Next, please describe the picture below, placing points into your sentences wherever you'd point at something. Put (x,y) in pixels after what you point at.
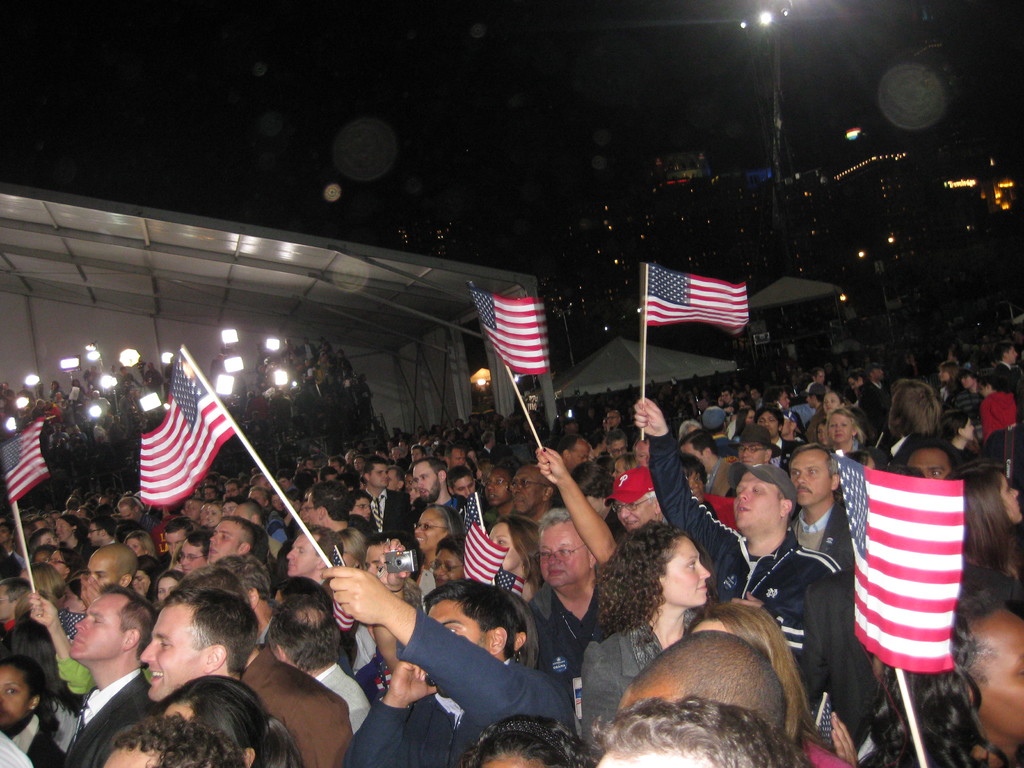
In this image, I can see groups of people (753,515). Among them few people (772,529) are holding the flags (923,542). At the top of the image (787,14), It looks like a flood light (770,14). In the background (683,233), I think these are the buildings (612,274) with the lights (867,163).
